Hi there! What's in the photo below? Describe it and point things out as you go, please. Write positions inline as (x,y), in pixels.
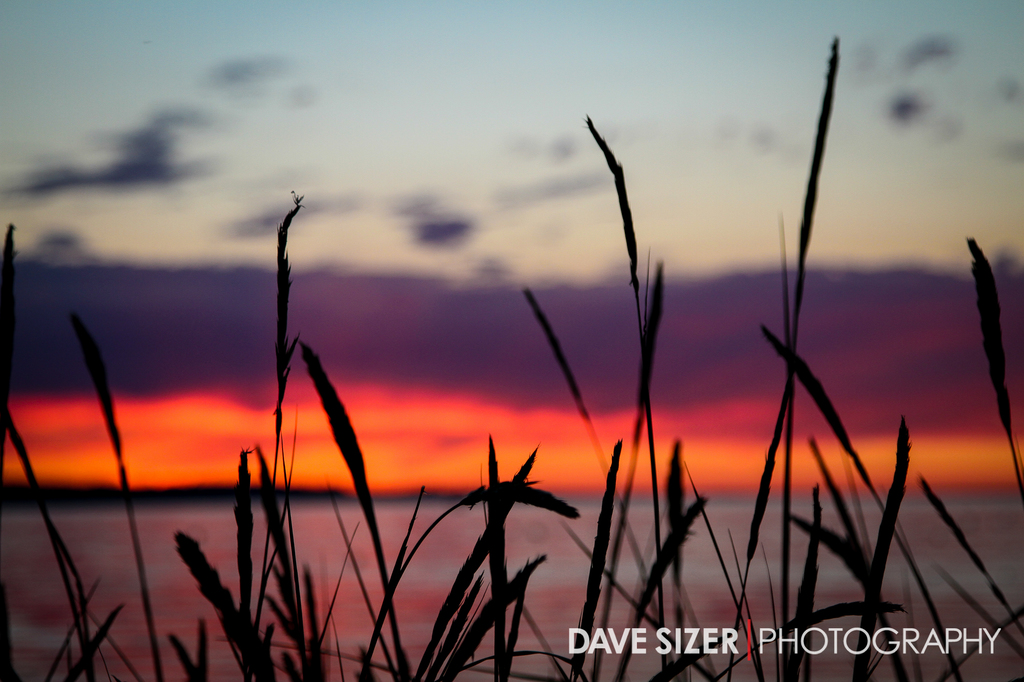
This image consists of grass (6,391). There is sky (422,469) at the top (694,145).
